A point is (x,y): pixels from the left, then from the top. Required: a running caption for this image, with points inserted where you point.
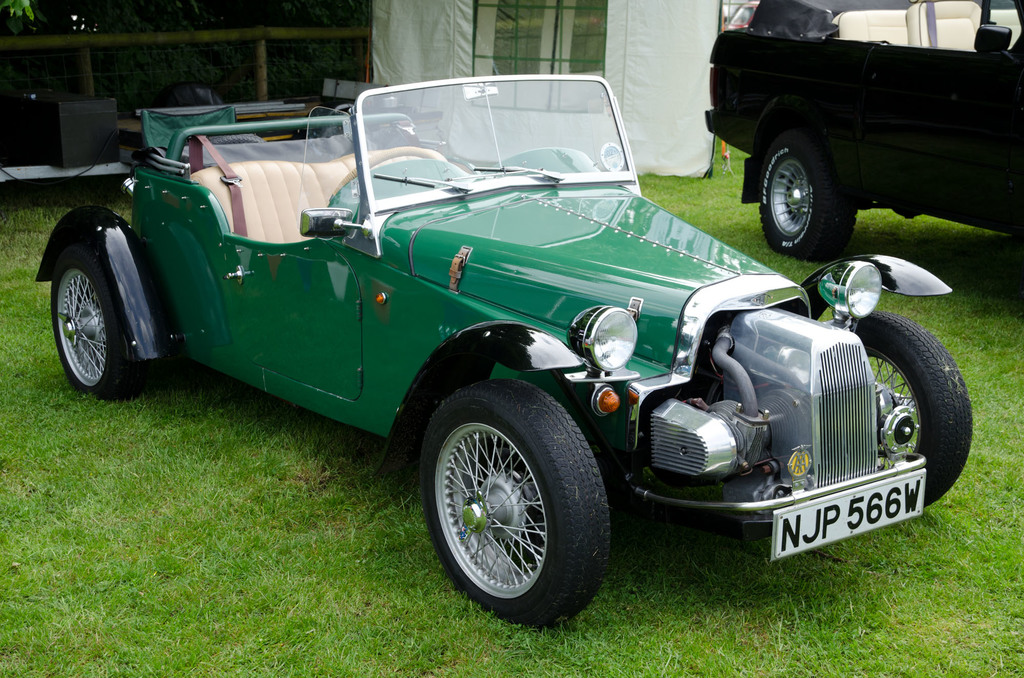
In this picture we can see there are vehicles (737,44) parked on the grass (328,485). Behind the vehicles (467,211), there is a tent (540,28), fence (162,46), trees (8,22) and some objects (69,131).
